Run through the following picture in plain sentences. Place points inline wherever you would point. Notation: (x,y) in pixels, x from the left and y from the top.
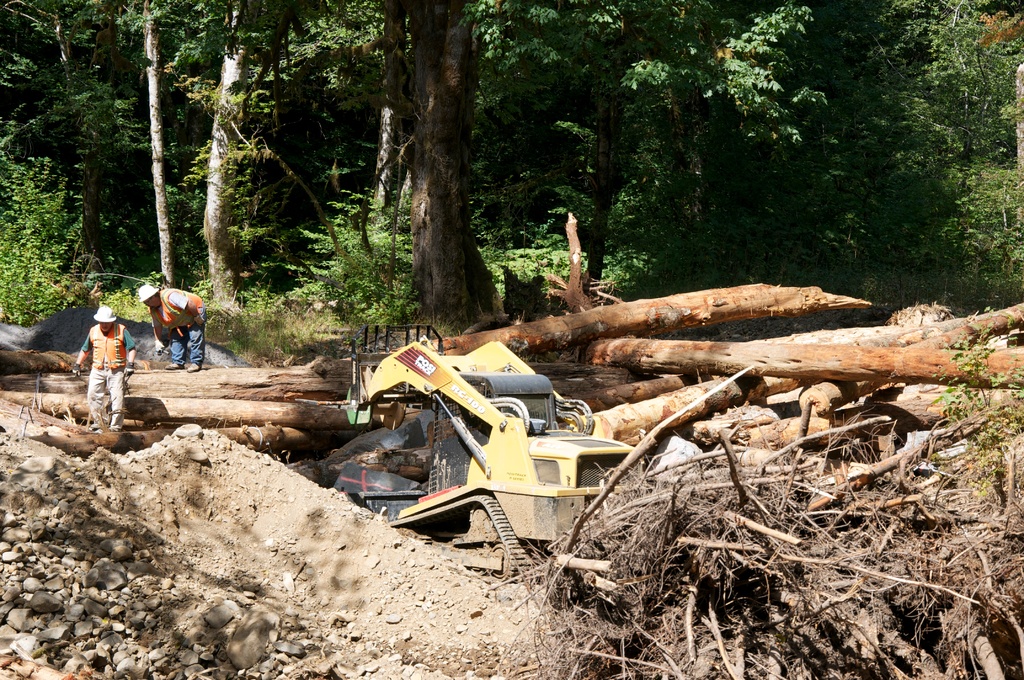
On the right side (827,557), there dry roots (703,493) of a tree (972,623). On the left side (78,605), there stones (113,572) on the mud (391,591). In the background (799,342), there is a loader (591,407) near woods (715,307), there are persons (184,294) on the woods (177,381), there are trees (407,144) and plants (57,260) on the ground (491,644).
